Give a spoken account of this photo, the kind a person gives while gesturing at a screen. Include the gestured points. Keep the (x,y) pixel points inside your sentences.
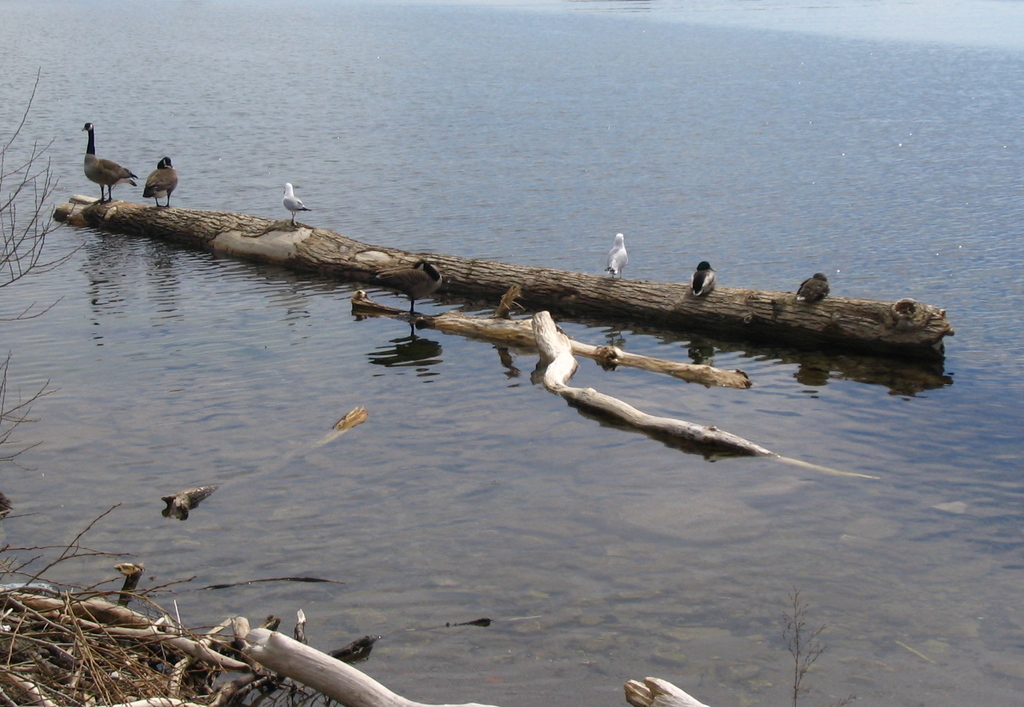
In this image we can see birds (709,287) on the wooden log (719,301) which is floating on the water (510,224). Here we can see some wooden sticks (119,683).
